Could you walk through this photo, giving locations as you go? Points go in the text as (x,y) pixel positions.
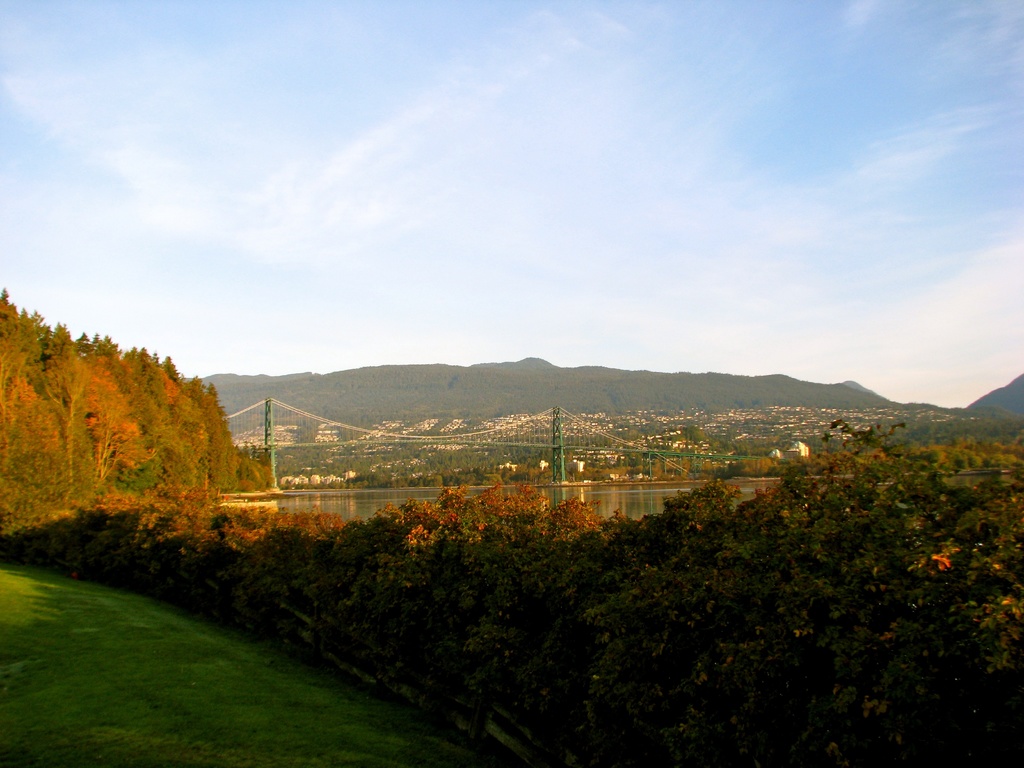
This image is taken outdoors. At the top of the image (349,173) there is a sky (792,241) with clouds (770,294). At the bottom of the image (279,722) there is a ground (219,714) with grass (146,696) on it and there are many trees (557,580). In the background (458,376) there are a few hills (691,396) and there are a few houses (783,411). There are many trees (531,452) and plants (883,469). In the middle of the image (444,443) there is a bridge (575,445) with railings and there is a river (384,496) with water (612,492). On the left side of the image (117,454) there are many trees (131,473) and plants (243,554).
